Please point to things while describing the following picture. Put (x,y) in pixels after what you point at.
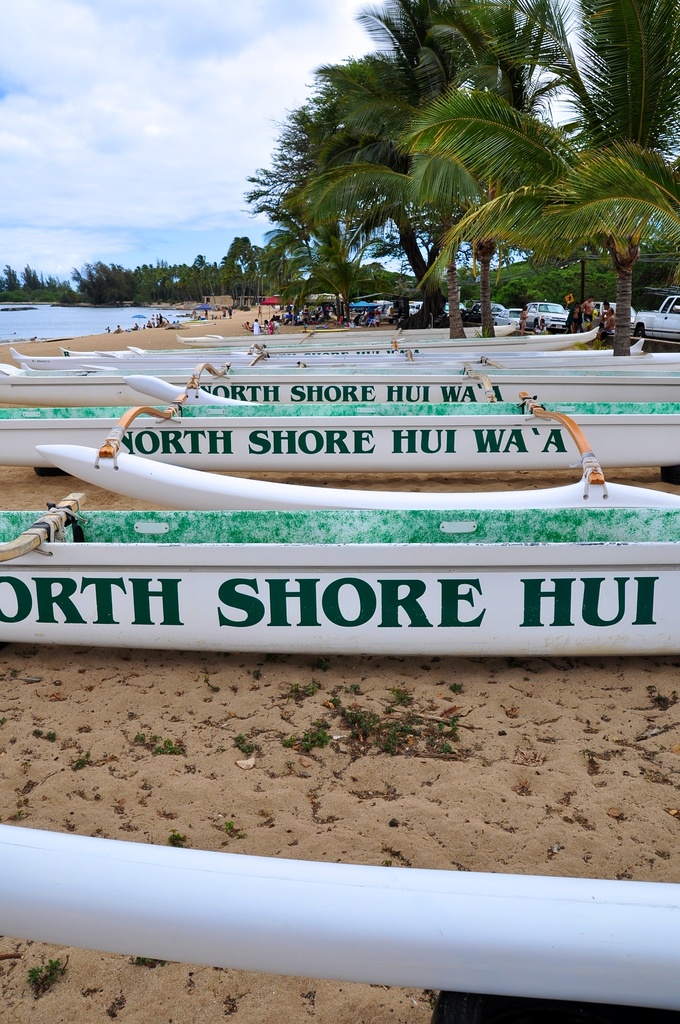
In this image we can see boats (267,605) on the sand (367,743). On the boats (244,414) something is written. In the back (287,249) there are trees (340,249). Also there are few people (288,316). And there are vehicles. On the left side (66,310) there is water (78,323). In the background (166,114) there is sky (204,111) with clouds (242,118).
